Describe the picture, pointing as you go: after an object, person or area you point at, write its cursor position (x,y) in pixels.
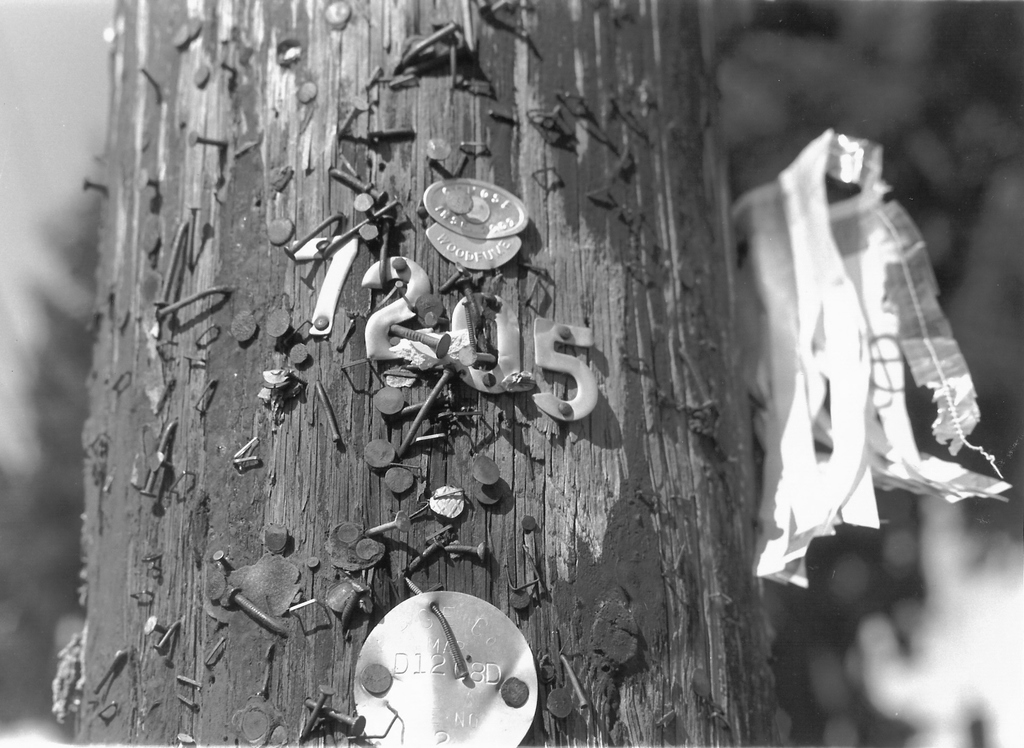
In the center of this picture (606,474) we can see the bark (493,517) of a tree (497,443) and we can see the nails (493,481) are hammered into the bark (533,370) of a tree (489,95) and we can see the numbers (480,375) and some metal objects (505,250) are hanging on the bark (544,512) of a tree (487,530) with the help of the nails (507,687). On the right (794,323) we can see a plastic object (826,339) seems to be hanging and we can see some other objects (946,555) in the background (981,602).
